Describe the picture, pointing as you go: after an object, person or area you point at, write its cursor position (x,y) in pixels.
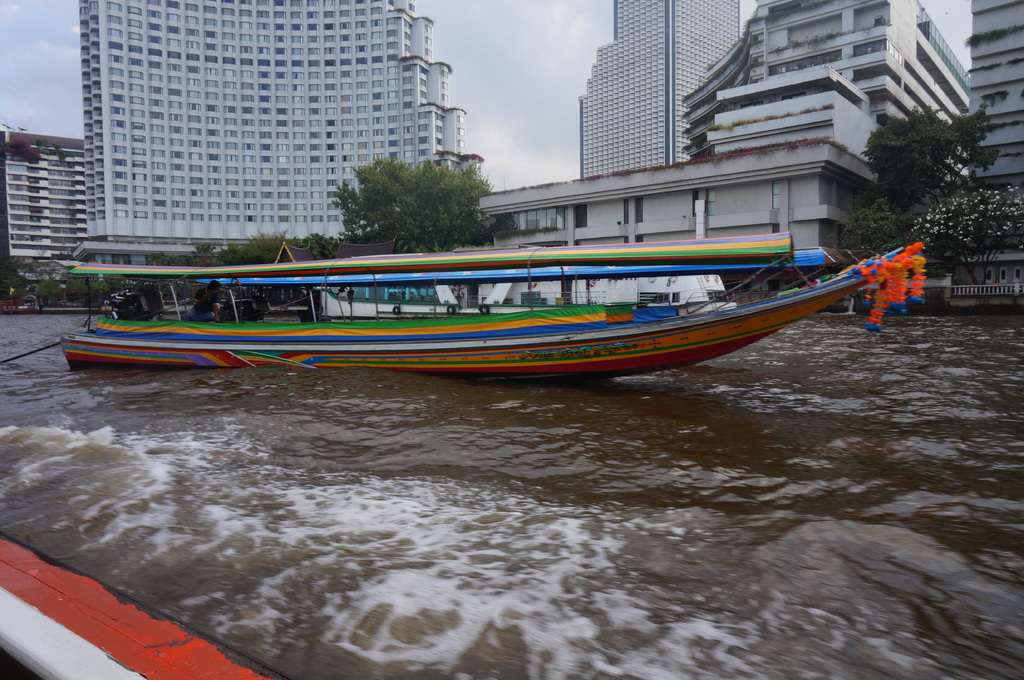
In the picture I can see a boat (177,312) is floating in the water (564,401), I can see trees (912,136), buildings (604,112) and the cloudy sky (568,85) in the background (621,103).
